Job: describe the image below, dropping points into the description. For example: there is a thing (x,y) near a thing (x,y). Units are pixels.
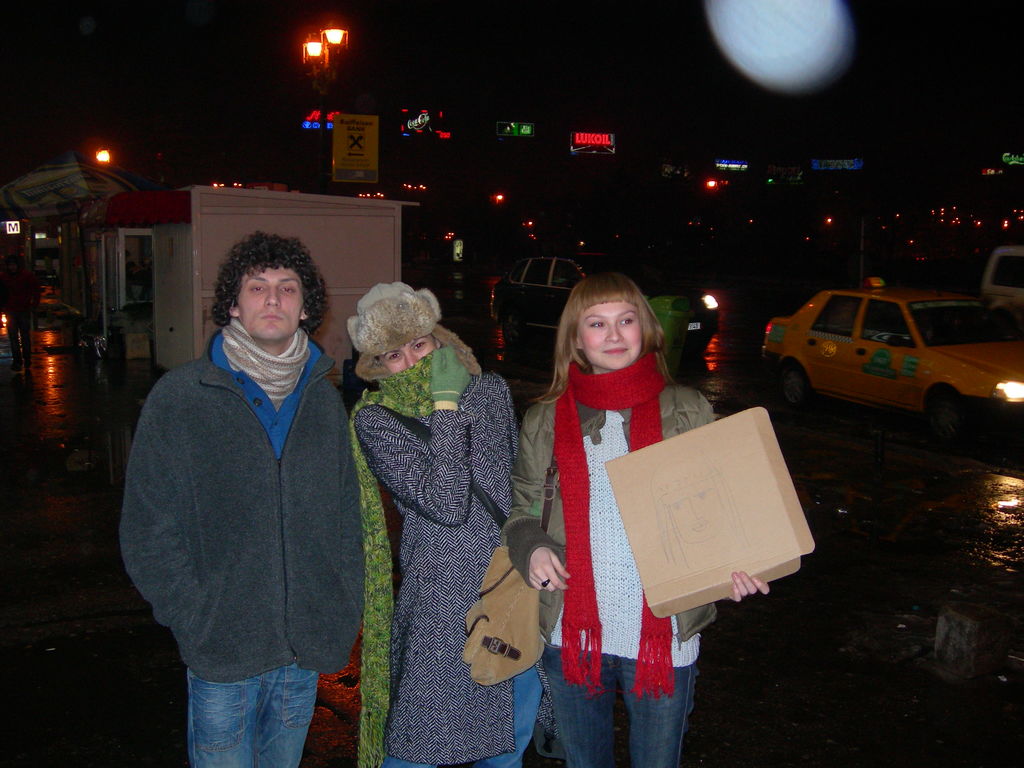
This picture describes about group of people (585,562), in the background (542,308) we can see few vehicles (556,276), lights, sign boards (428,126) and hoardings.
